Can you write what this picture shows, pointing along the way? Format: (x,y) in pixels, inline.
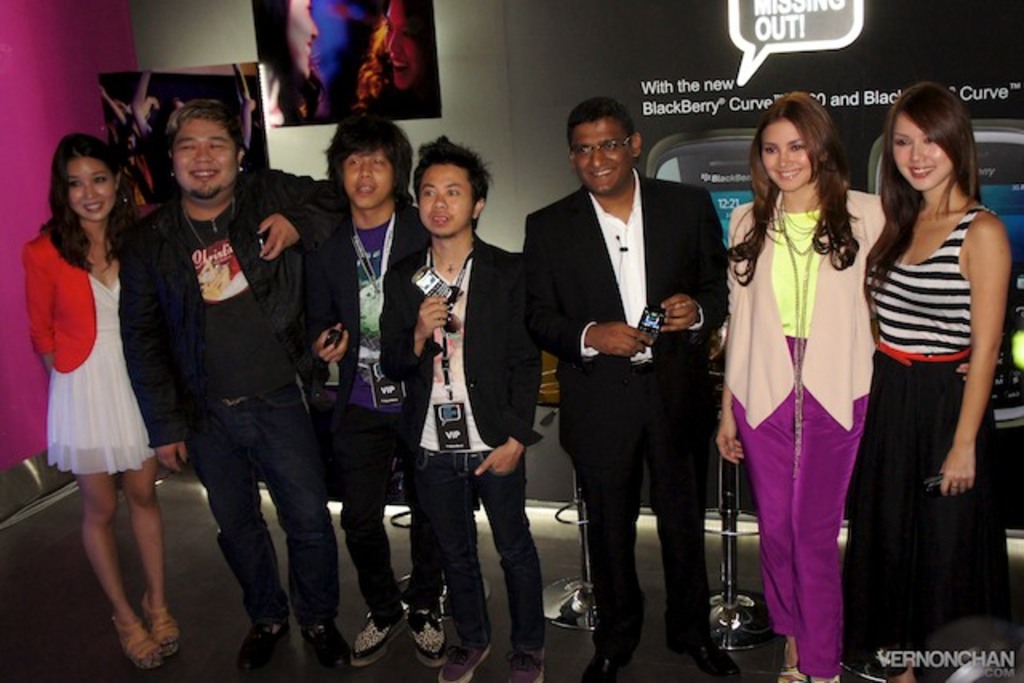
In this picture I can see on the right side (983,358) a beautiful woman (951,376) is standing and smiling, beside her there is another girl (847,361) smiling. In the middle (633,418) four men (533,391) are standing and smiling, they wore black color coats (468,348). On the left side (72,409) there is another girl (94,373), she wore red color coat (81,318) and white color dress (101,343) behind them there is a banner (689,79) with different pictures (373,53).
